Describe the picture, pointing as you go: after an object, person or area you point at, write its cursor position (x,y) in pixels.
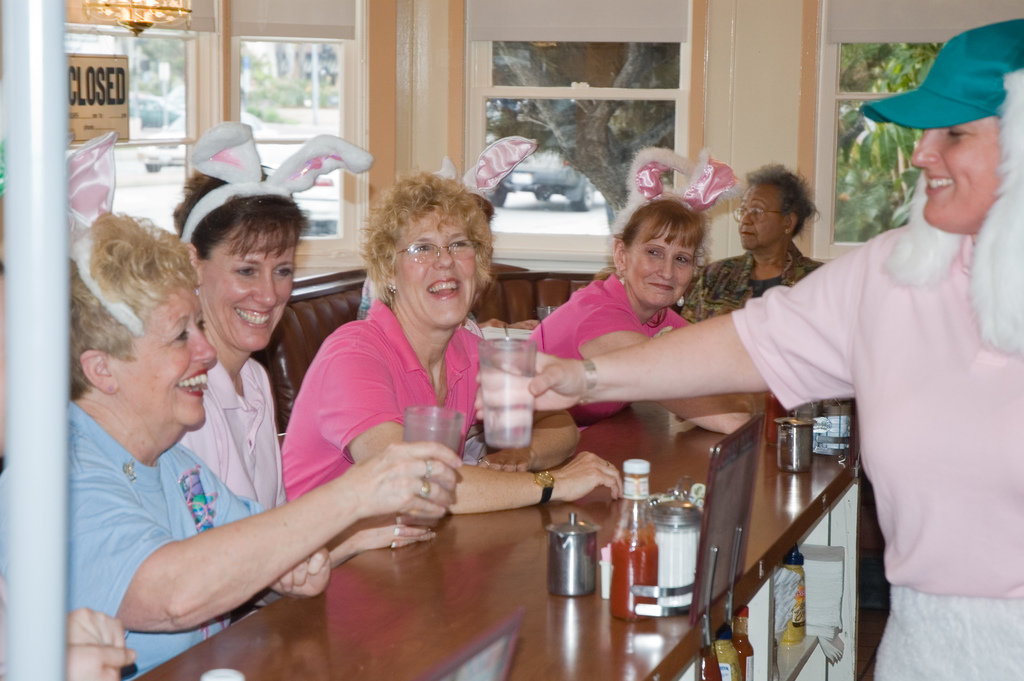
This picture is of inside. On the right (942,253) there is a Woman (970,400) standing, smiling and holding a glass of water (526,403). In the center (678,448) there is a table (705,464) on the top of which there is a bottle (619,566), jars (674,551) are placed. On the left (196,391) there are group of people (459,286) sitting on the chairs (523,281). In the background (345,88) there is a window (525,84), a board (105,91) and a wall (743,93) and through that window (611,100) we can see a car (556,163) and a tree (552,102).
